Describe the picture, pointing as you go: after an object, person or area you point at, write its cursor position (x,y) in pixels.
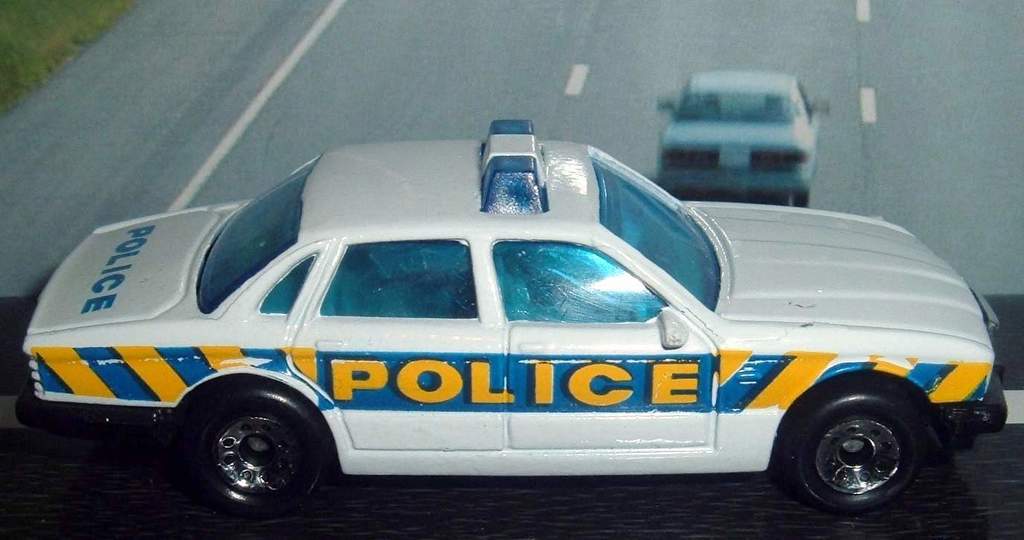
In this image, we can see a toy car (522,443) is placed on the black surface (652,515). Background (752,123) we can see a car (735,118) on the road (556,89). Left side (44,38) top corner, we can see a grass (26,31).
